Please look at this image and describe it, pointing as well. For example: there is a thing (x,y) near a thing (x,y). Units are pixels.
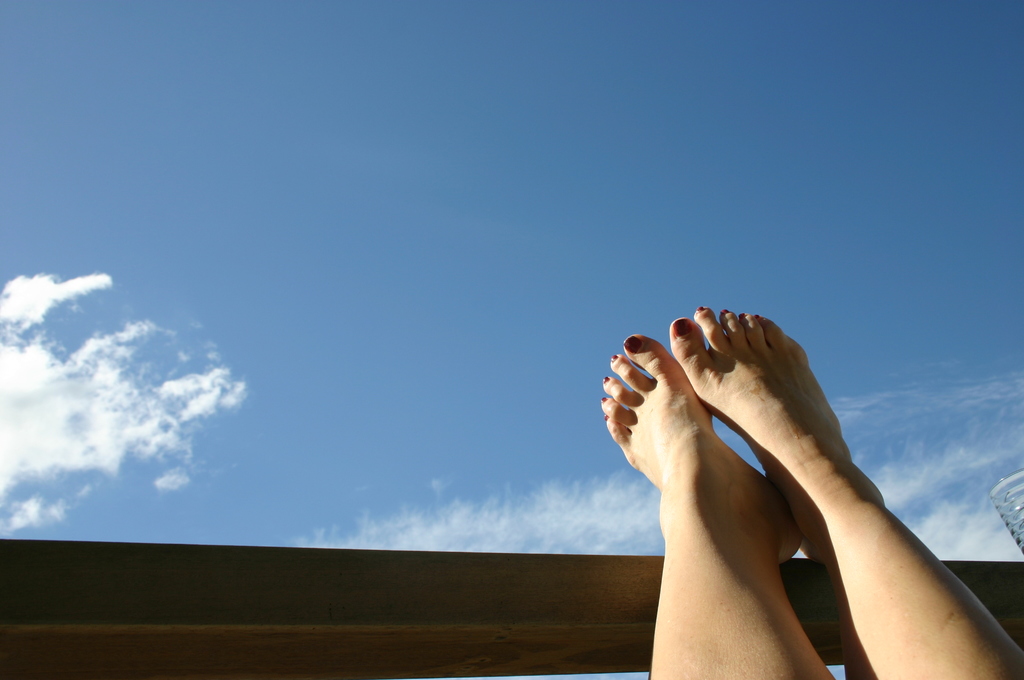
In the image there is a person (683,513) hanging legs (734,542) in the air, it seems to be a wall (504,620) in front of it and above its sky (174,290) with clouds (28,400).
